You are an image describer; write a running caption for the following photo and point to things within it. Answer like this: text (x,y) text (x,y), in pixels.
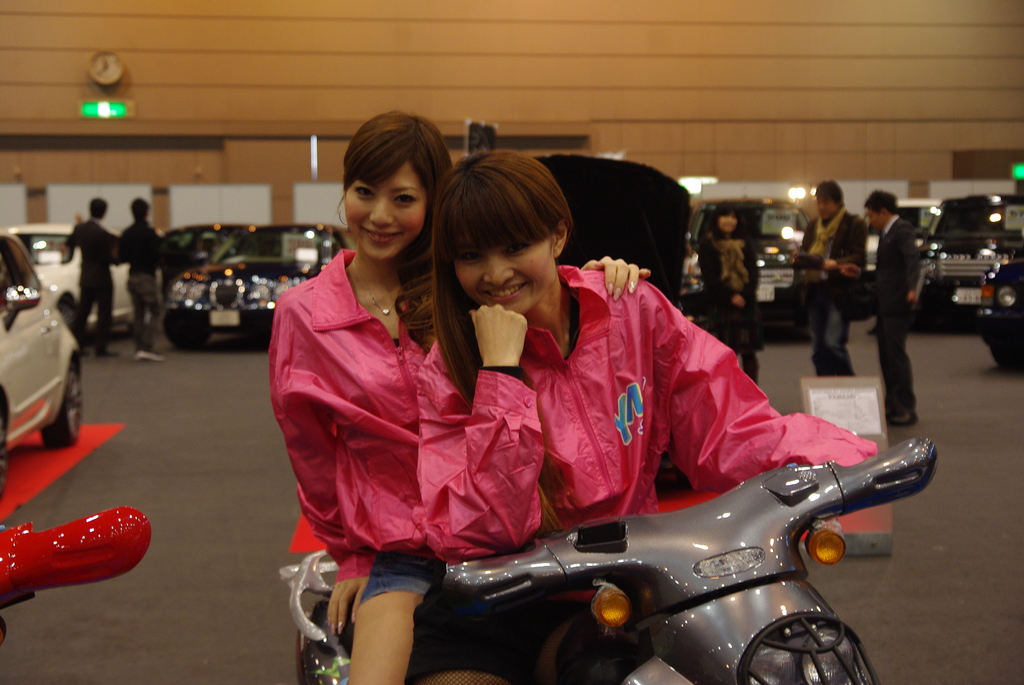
In this image it seems like two girls (338,420) are riding a bike (675,652). In the background (101,323) there are cars (121,313) and people (850,240) in front of them. To the left side (54,354) there is a car (38,282) which is parked on the carpet (68,453) which is on the floor (151,466). There is a wall (416,51) in the back side (501,45).
